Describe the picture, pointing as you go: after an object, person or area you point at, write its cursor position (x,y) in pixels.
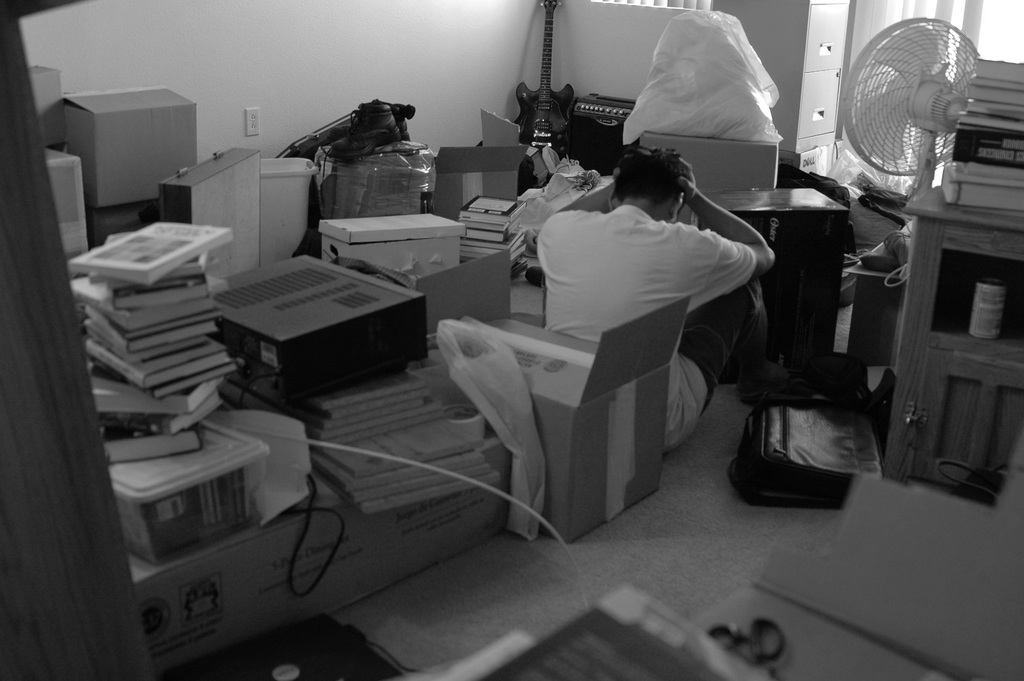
In this image there is a person (618,244) sitting, there are objects (518,208) on the floor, there is the wall (237,50), there is a guitar (546,118), there is an object (63,297) truncated towards the left of the image (20,418), there are boxes (388,256), there are books (103,339), there is a bag (799,439), there are objects (715,653) truncated towards the bottom of the image (712,631), there are objects (971,166) truncated towards the right of the image (965,336), there is a fan (890,119).
